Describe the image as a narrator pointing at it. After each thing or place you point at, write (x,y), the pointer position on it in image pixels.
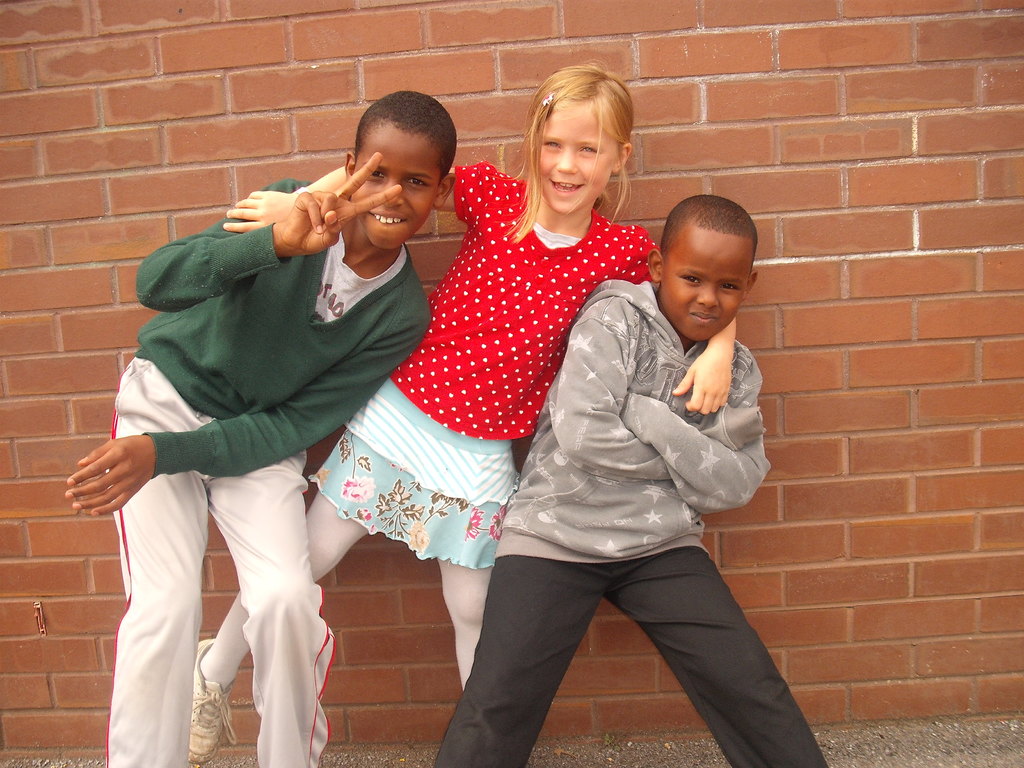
In this image I can see two boys (307,306) and one girl (509,202) and they are standing in front of the wall (586,731) and on the wall (689,724) I can see red color bricks (732,116) and I can see a girl (472,331) wearing a red color top (508,252) and she is smiling.
